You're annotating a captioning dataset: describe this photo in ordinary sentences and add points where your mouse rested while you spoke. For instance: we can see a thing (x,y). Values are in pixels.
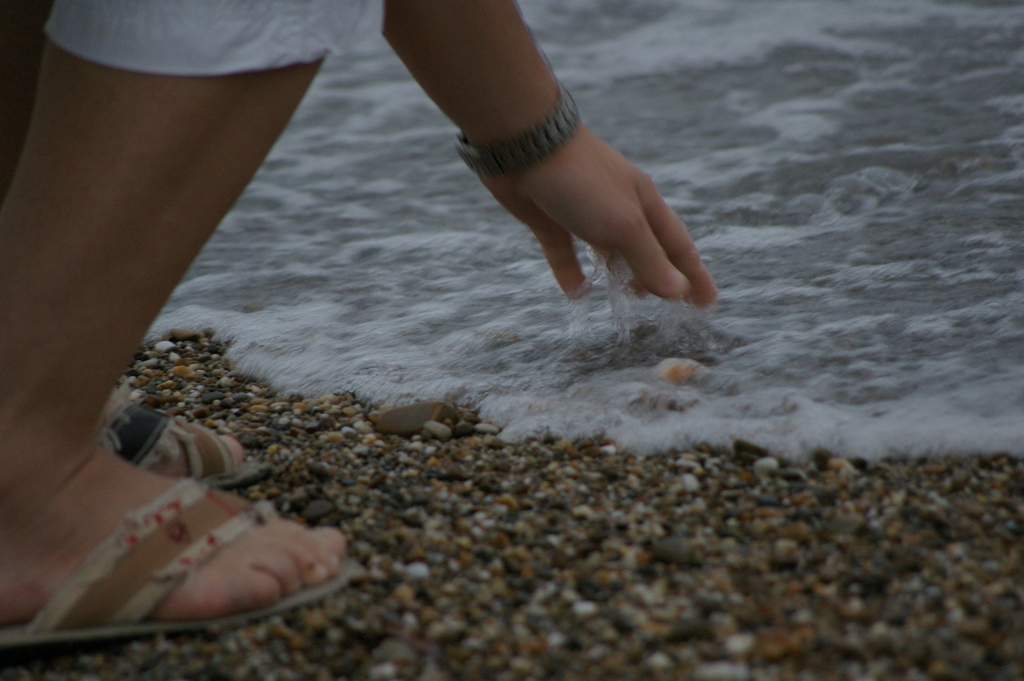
In this picture there is a person (78,638) standing. At the bottom (681,587) there is water (591,370) and there are pebbles (434,592).
